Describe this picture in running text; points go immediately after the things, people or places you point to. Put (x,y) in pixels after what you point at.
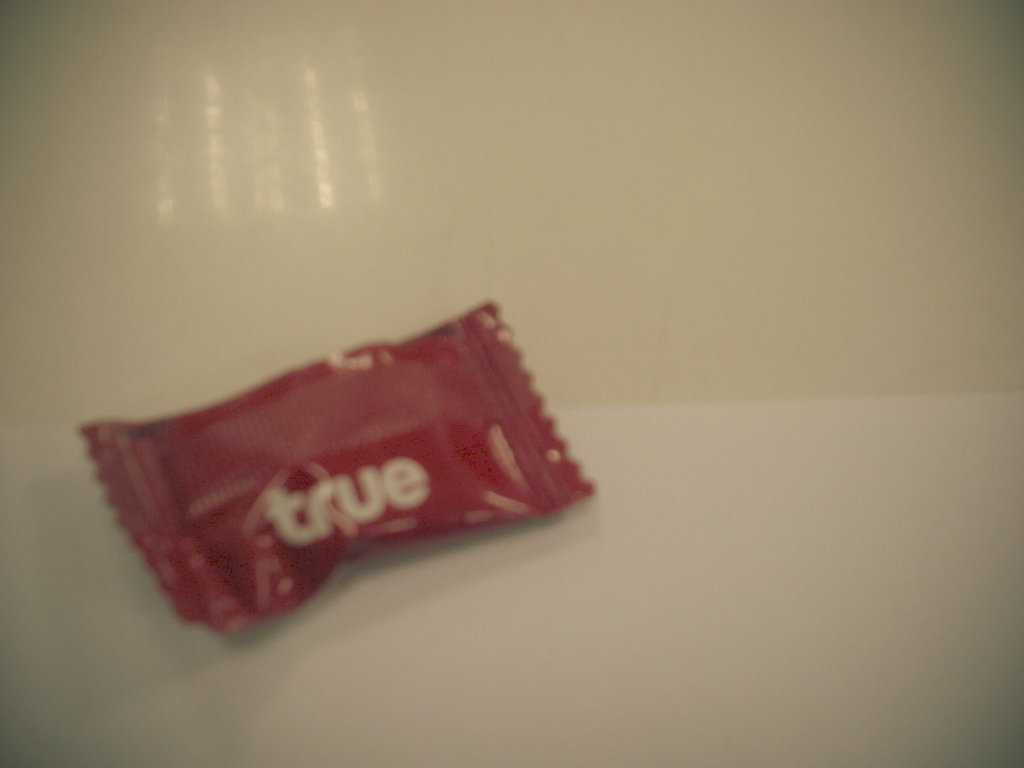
There is a chocolate (389,526) in the image.
